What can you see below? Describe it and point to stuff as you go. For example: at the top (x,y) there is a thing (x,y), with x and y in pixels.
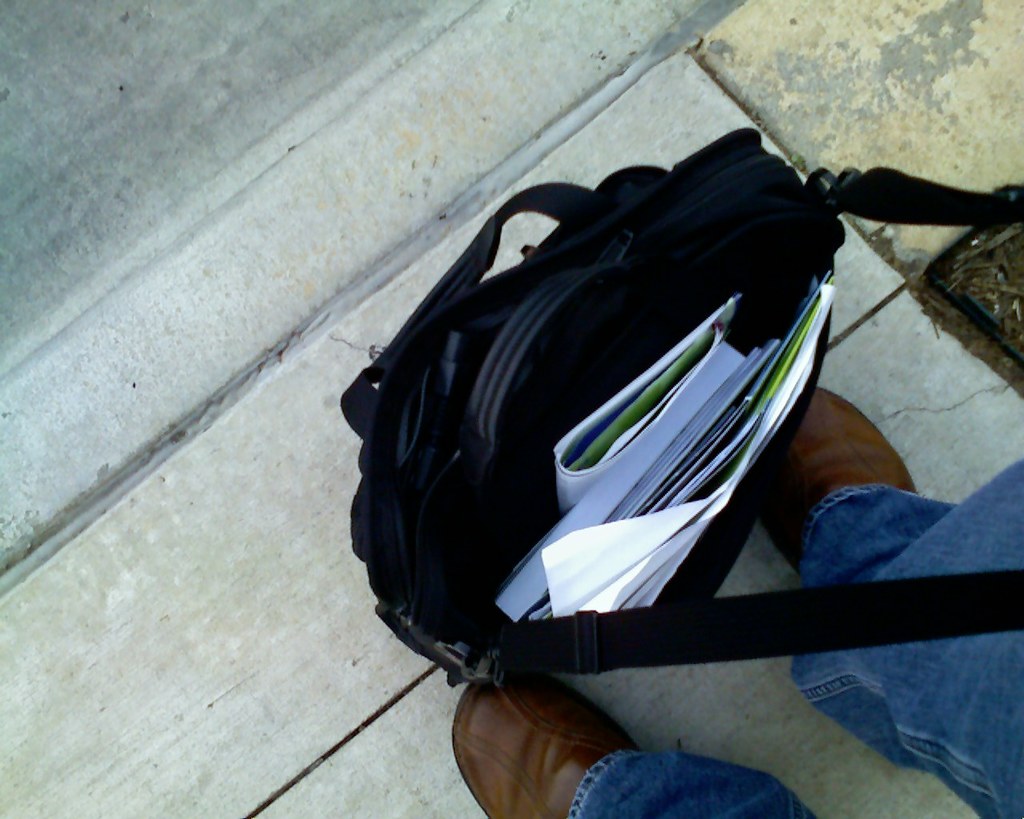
In this image we can see person legs (1019,681) with a footwear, there we can see a bag (530,409) with some papers (697,431) and the bag (524,298) is on the ground (688,744).
